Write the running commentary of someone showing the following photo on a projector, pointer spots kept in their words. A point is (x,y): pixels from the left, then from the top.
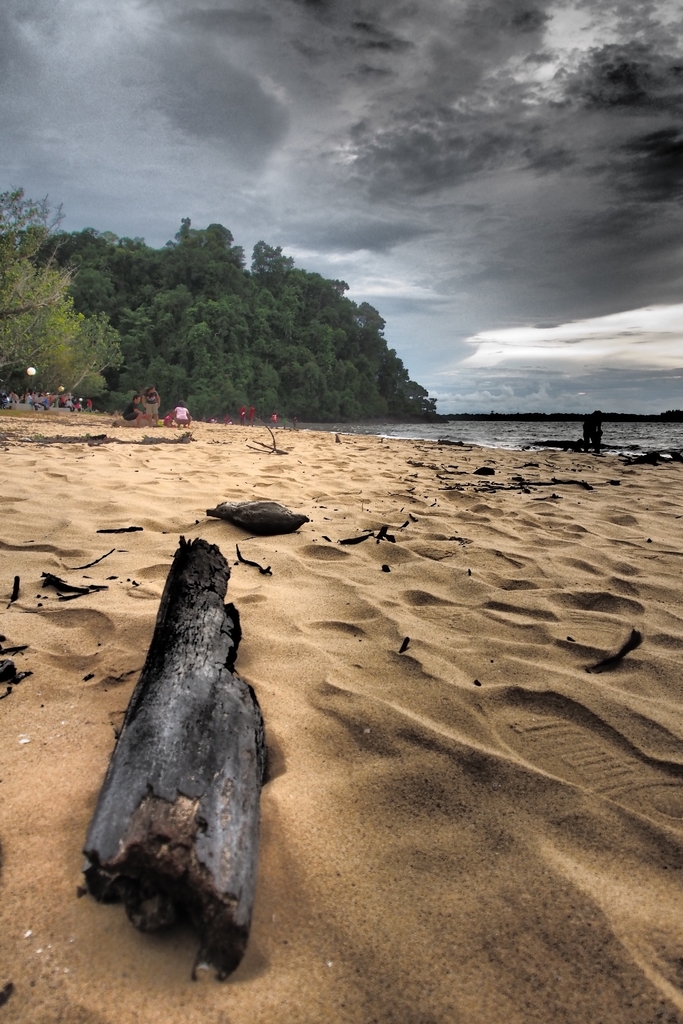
In this image we can see the water (568,427). And we can see the sand (298,770) and the wooden logs (184,618). And we can see the people (130,417). And we can see the trees (241,328). And we can see the clouds (329,172) in the sky (330,169).
